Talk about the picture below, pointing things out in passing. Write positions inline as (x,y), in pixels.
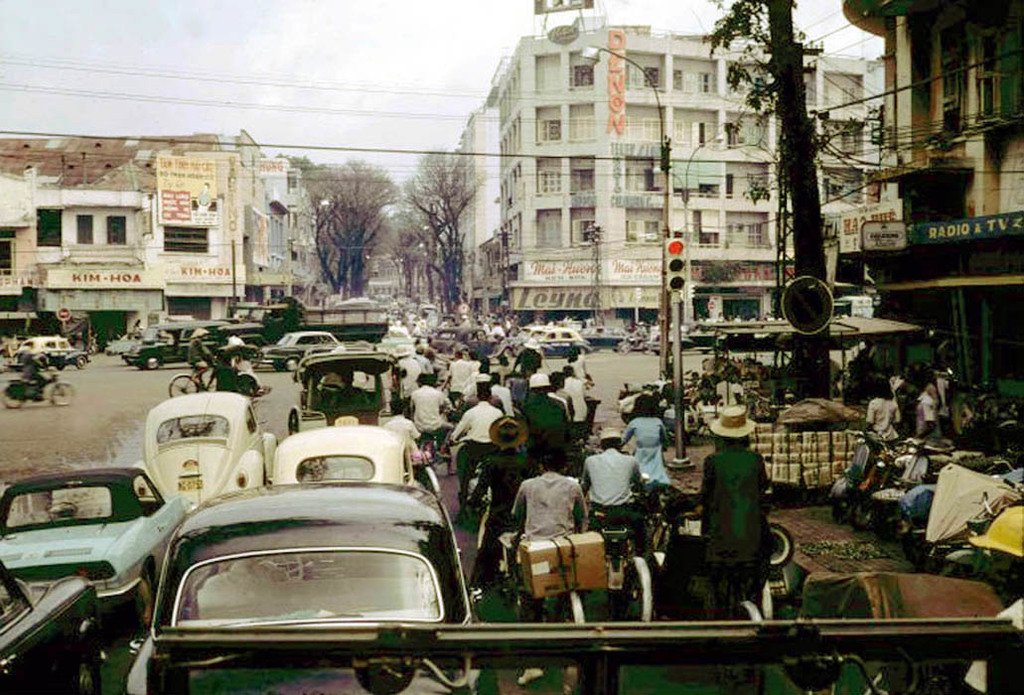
In this image there is the sky (339,52) towards the top of the image (343,39), there are buildings (578,185), there are trees (423,228), there are poles (677,339), there is a street light (659,109), there is a traffic light (685,270), there are wires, there are boards (158,275), there is text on the board (762,272), there is a road (93,391), there are a group of persons (483,400), there are vehicles (336,459) towards the bottom of the image (367,504), there are vehicles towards the right of the image (979,533).
